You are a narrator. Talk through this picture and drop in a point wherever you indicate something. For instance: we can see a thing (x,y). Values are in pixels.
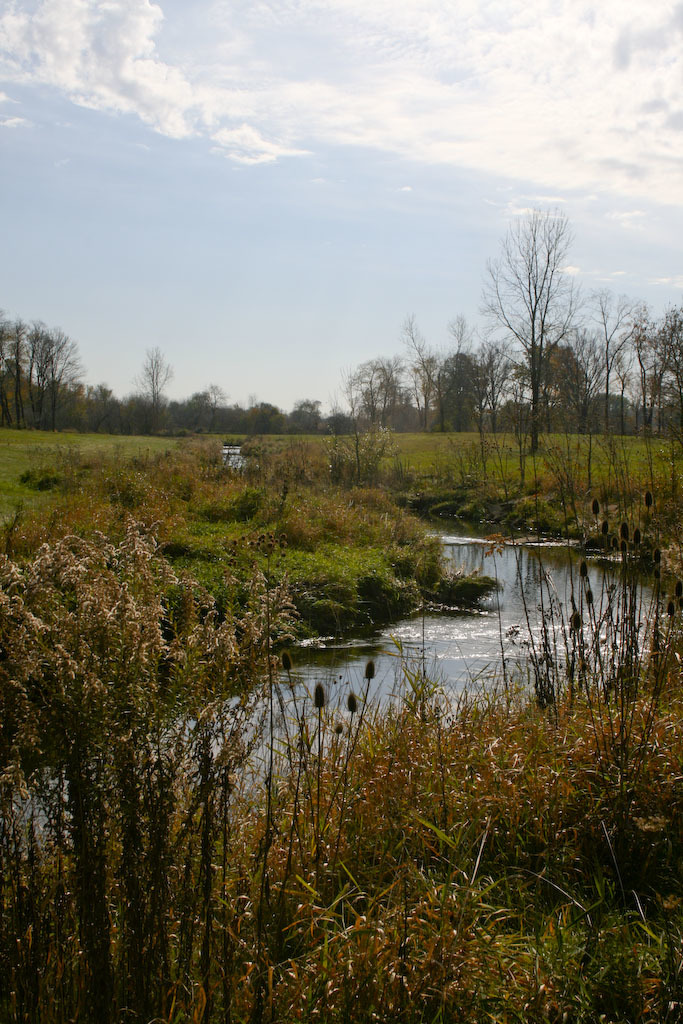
In this image, we can see some grass (344,506), plants (370,536). There are a few trees (556,415). We can see some water (455,654). We can see the sky (321,231) with clouds (366,75).
